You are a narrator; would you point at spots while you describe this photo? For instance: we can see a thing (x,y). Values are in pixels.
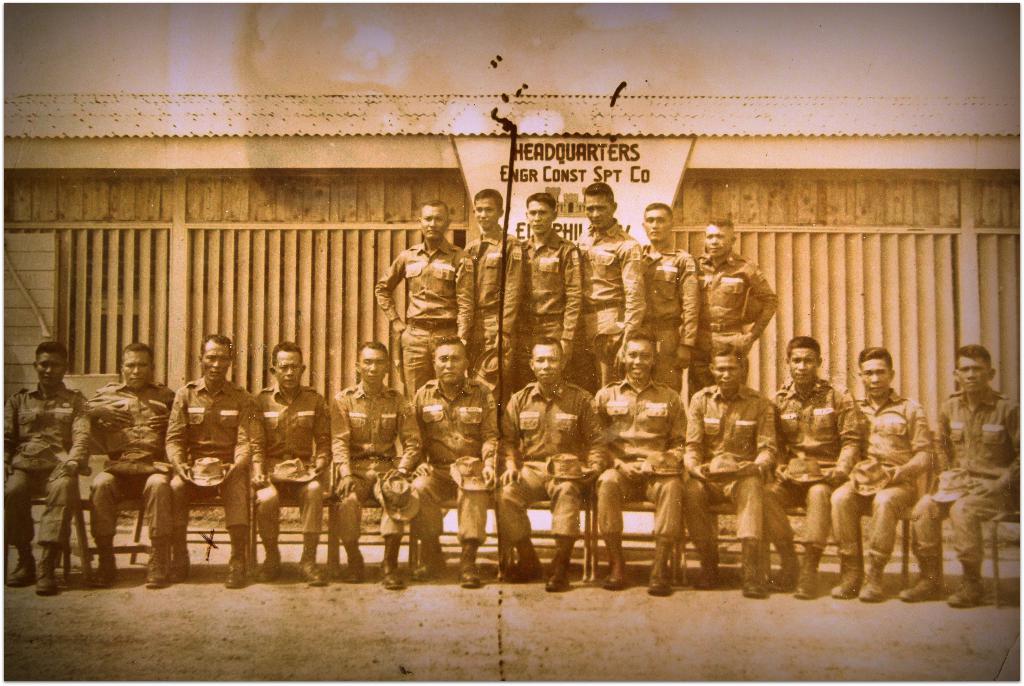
In the image I can see a people (641,388) sitting and standing and behind there is a board (638,240) on which there is something written.
